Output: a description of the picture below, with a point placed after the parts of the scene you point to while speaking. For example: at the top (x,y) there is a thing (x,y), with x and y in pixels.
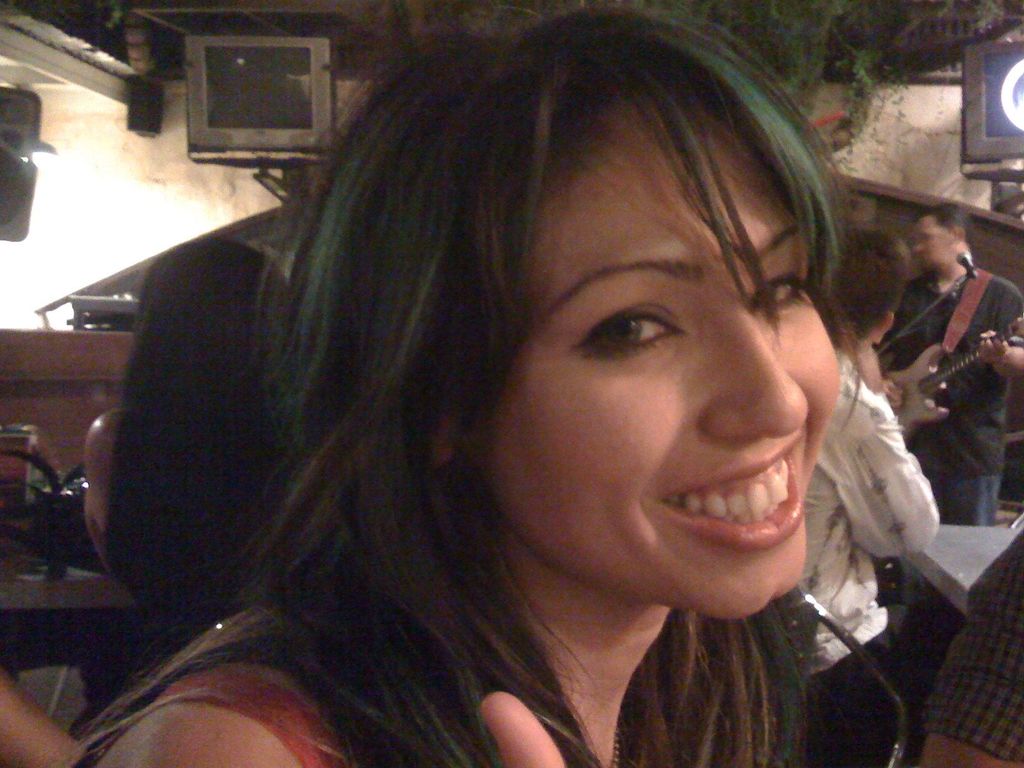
In this picture I can see a woman (750,730) smiling, and in the background (876,348) there are televisions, tables (952,553), plants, there are group of people (991,709), there is a person (909,291) standing and holding a guitar (959,373), there is a mike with a mike stand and there are some other items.
